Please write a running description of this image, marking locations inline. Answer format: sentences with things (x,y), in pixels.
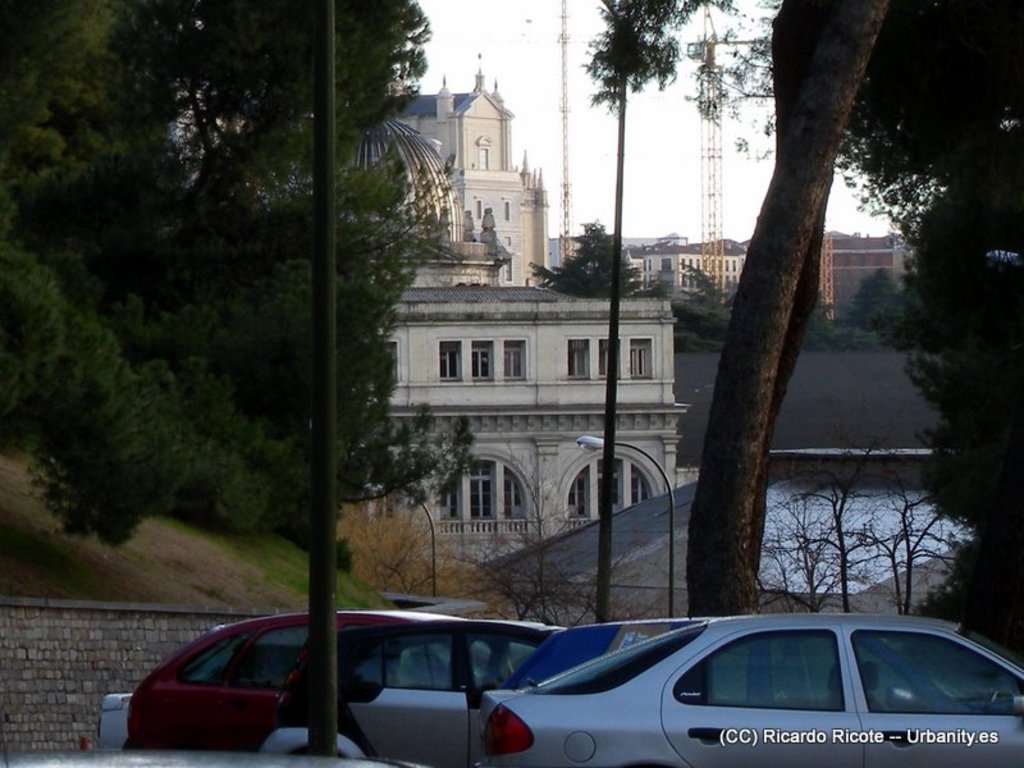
In this image there are trees (36,176) and a wall (44,717) on the left corner (56,486). There are vehicles (309,657) and a metal pole (323,747) in the foreground (356,672). There are trees (771,229) on the right corner (912,346). There are buildings (472,326) and trees (612,322) in the background (456,393). And there is sky (680,133) at the top (529,139).
